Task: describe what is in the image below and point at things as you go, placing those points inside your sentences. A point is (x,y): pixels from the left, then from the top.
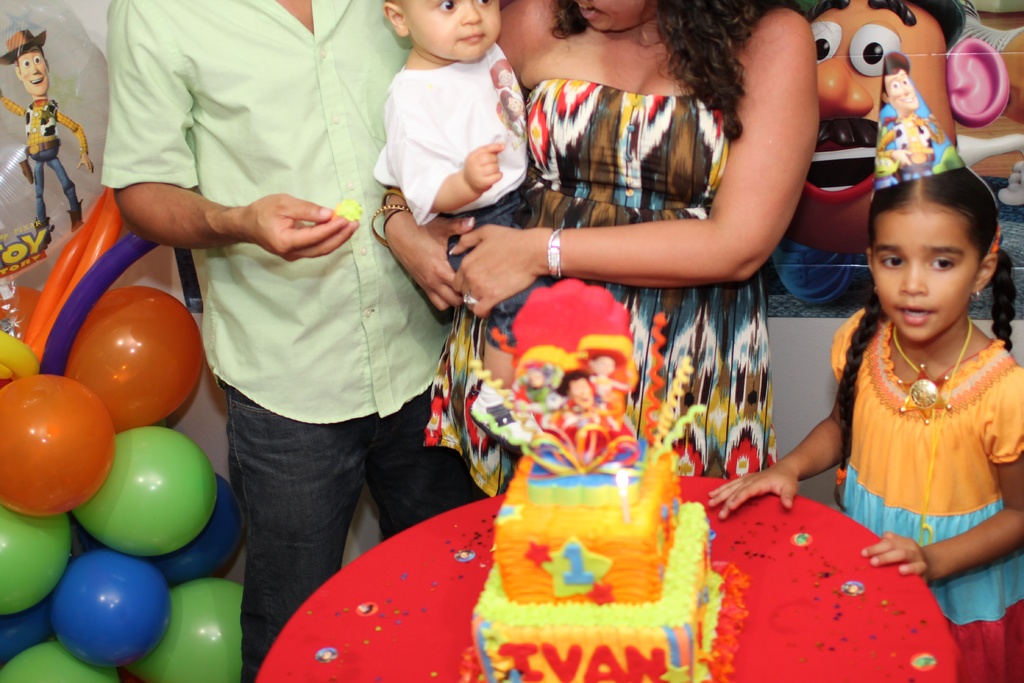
In this image there is a woman (648,118) in the middle (615,262) who is holding the boy (445,125). Beside the woman (541,110) there is a man (233,151) who is holding the green item (340,215). In front of them there is a table (457,588) on which there is a cake (629,525). On the cake (617,426) there are toys (616,412). On the right side (891,362) there is a girl (921,349) who is standing on the floor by wearing the cap (931,121). In the background (948,61) there are poster (971,81). On the left side (95,472) bottom there are balloons (101,394).
